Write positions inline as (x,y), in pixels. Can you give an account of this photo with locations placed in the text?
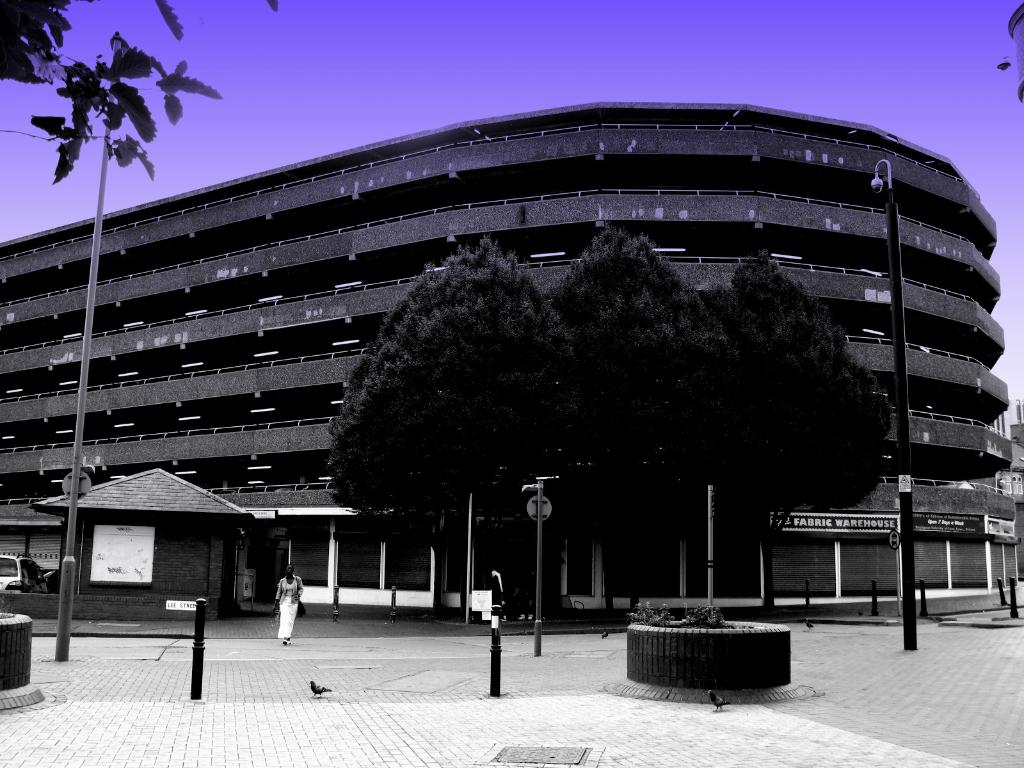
In this image we can see a few buildings (239,358), there are some poles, birds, trees (58,165), lights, boards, plants (662,616) and vehicles (18,562), in the background (908,52) we can see the sky (296,83).
